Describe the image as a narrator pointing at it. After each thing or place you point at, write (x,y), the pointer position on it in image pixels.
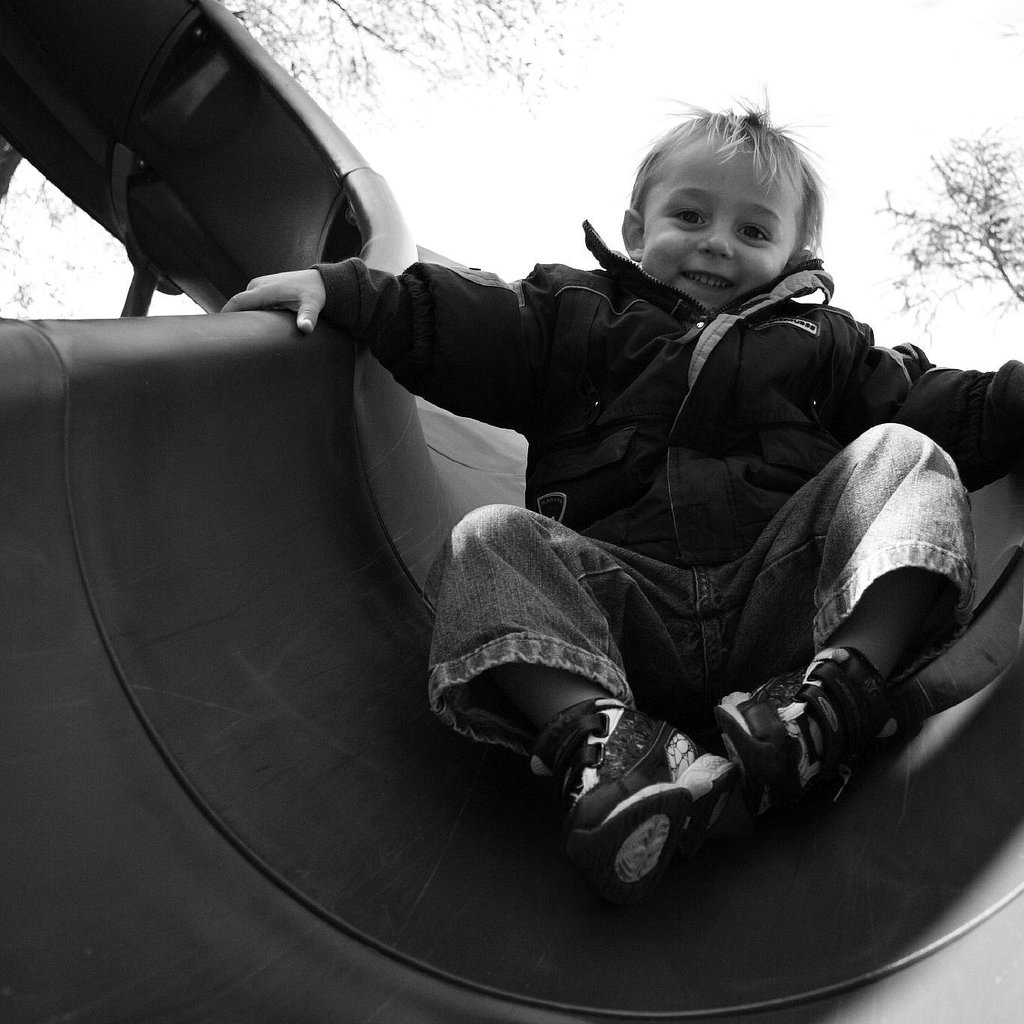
It is a black and white image there is a boy (634,190) sliding down from a slide (331,371).
